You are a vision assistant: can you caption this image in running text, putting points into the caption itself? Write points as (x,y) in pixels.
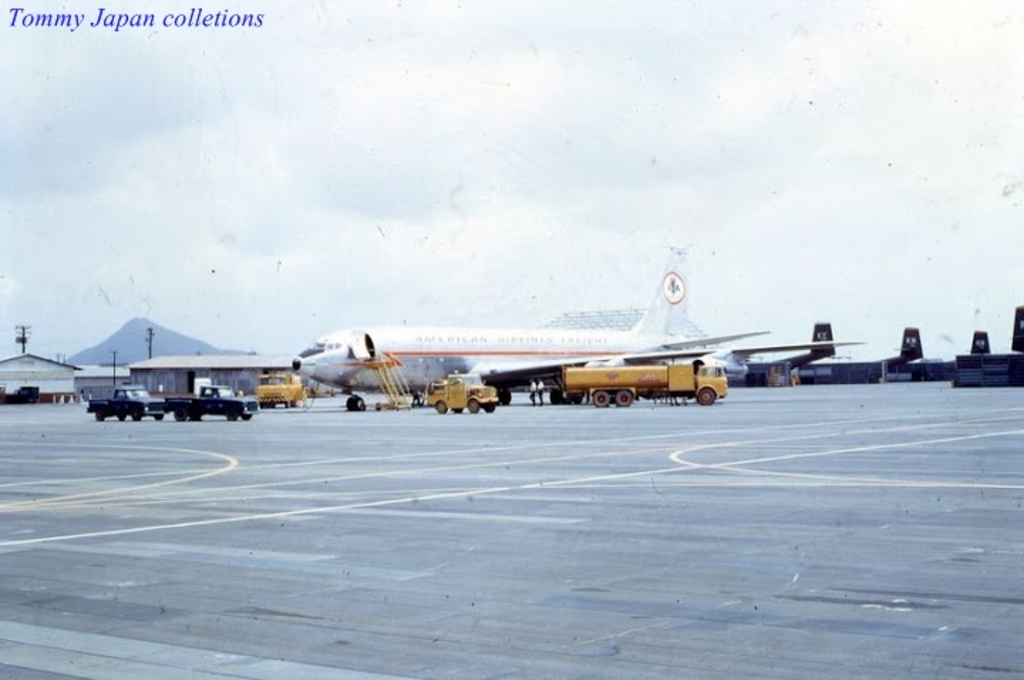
In this picture we can observe an airplane (454,357) which is in white color on the runway (454,479). There are some vehicles (215,407) which were in black and yellow color on the runway (375,463). In the background (66,382) there are warehouses (119,366). We can observe hills (156,341) and a sky (404,163) with clouds (564,120).
